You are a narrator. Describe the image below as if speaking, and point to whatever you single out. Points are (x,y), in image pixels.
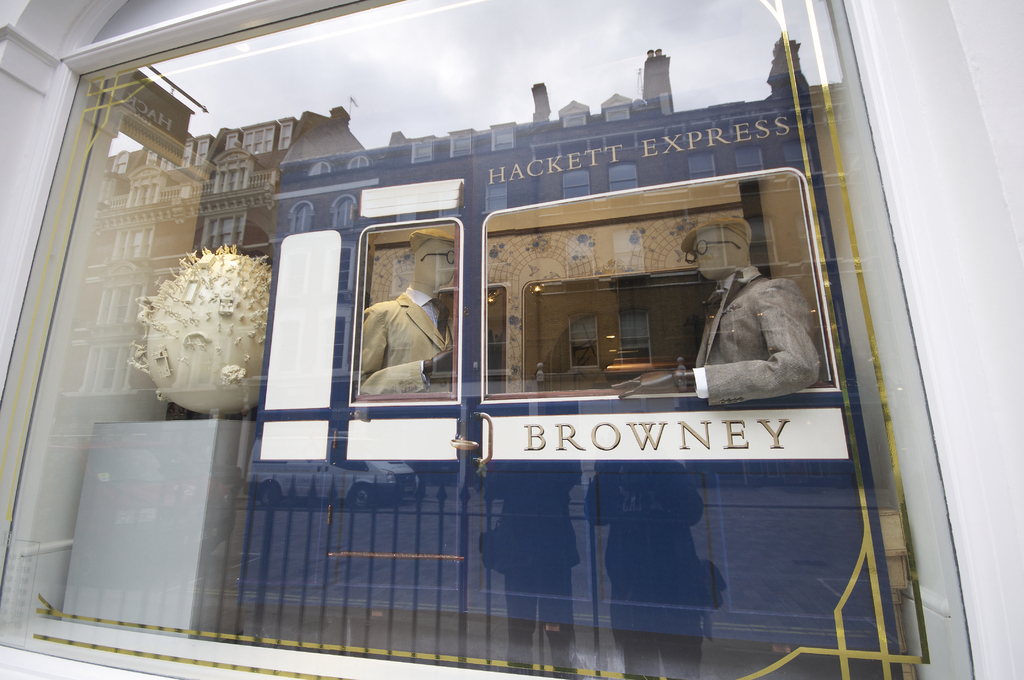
In the foreground of this image (376,372), there is a glass (340,375) and inside the glass (574,343) there are mannequins (447,254) and a globe like structure (221,345). In the reflection (442,99) of the glass (432,90), we can see the sky (477,91), buildings (462,146), a vehicle (369,484) and two people (561,568) standing on the side path (603,638).
